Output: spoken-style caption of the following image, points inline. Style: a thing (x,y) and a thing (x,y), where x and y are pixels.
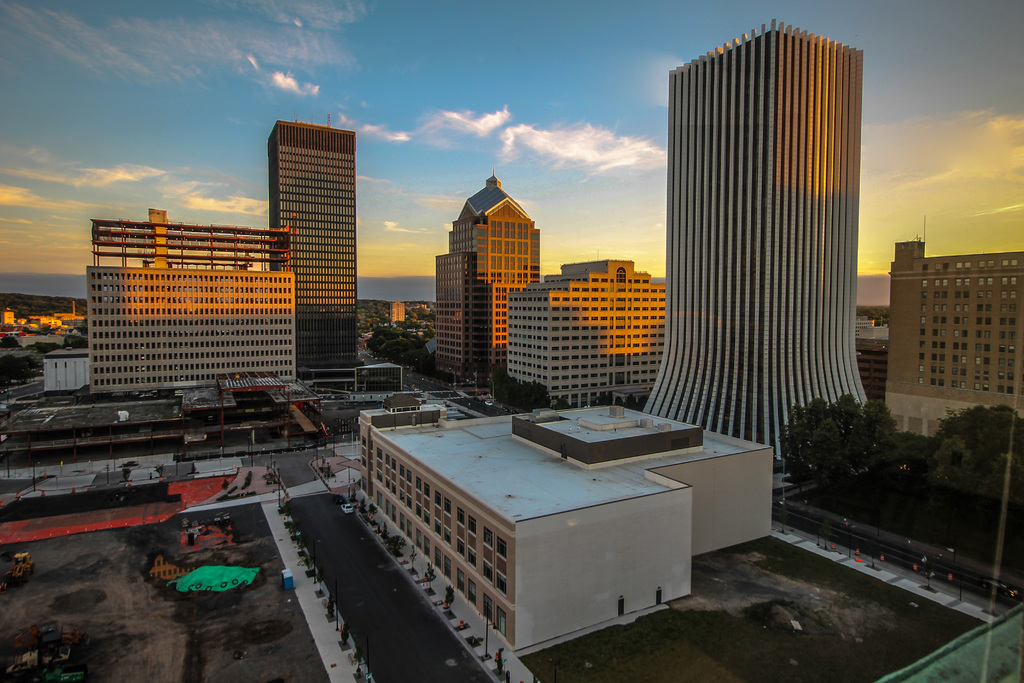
In this image I can see some buildings (584,269), trees (961,445), vehicles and roads (452,395).
